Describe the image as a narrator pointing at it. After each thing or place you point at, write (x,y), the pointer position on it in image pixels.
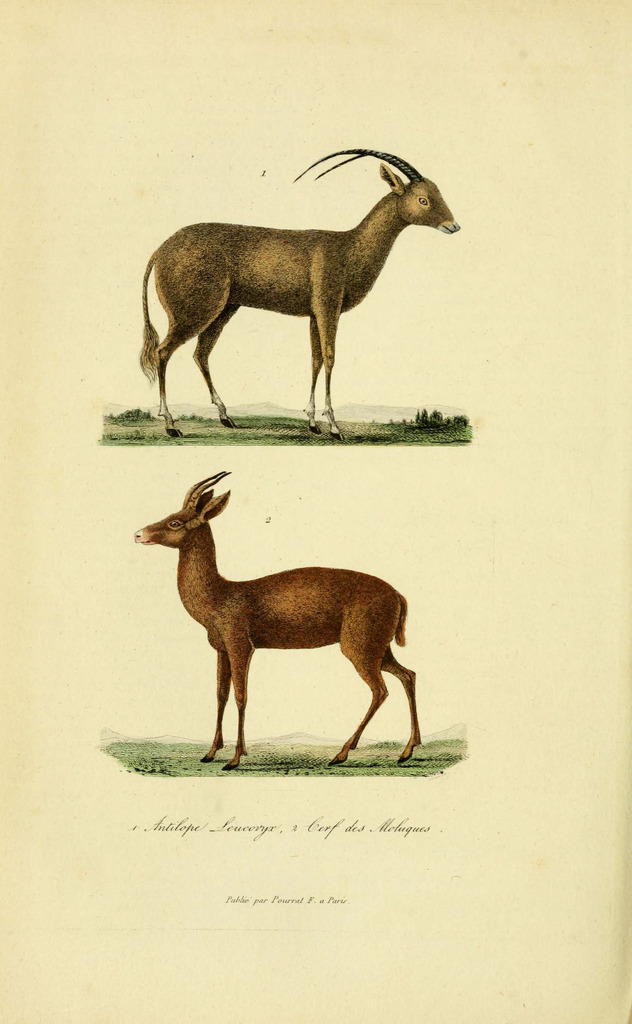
In this image there is a paper (142,398), there are two animals (327,341), there is grass (277,416), there are plants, there is text (353,820), the background of the image (407,86) is white in color.
